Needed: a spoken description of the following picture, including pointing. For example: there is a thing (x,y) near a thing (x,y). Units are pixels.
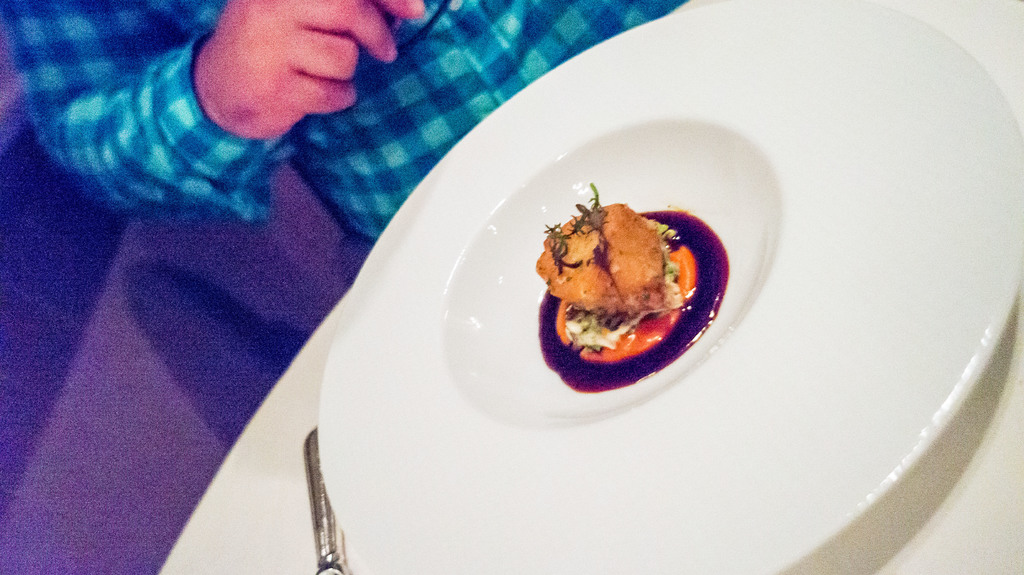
As we can see in the image there is a man (435,72) wearing blue color t shirt (104,43) and there is a table (278,459). On table (286,543) there is a dish (530,273).
